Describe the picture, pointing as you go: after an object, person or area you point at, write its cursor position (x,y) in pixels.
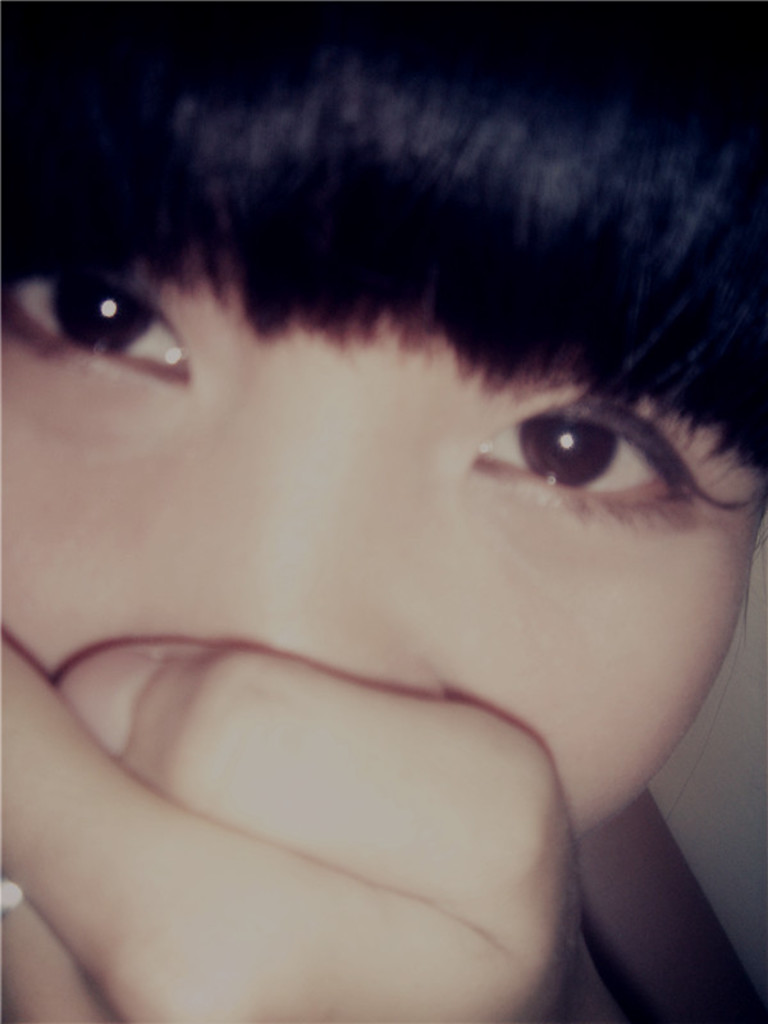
In this image there is a person (398,705) putting hand (234,910) on the face (470,660).
